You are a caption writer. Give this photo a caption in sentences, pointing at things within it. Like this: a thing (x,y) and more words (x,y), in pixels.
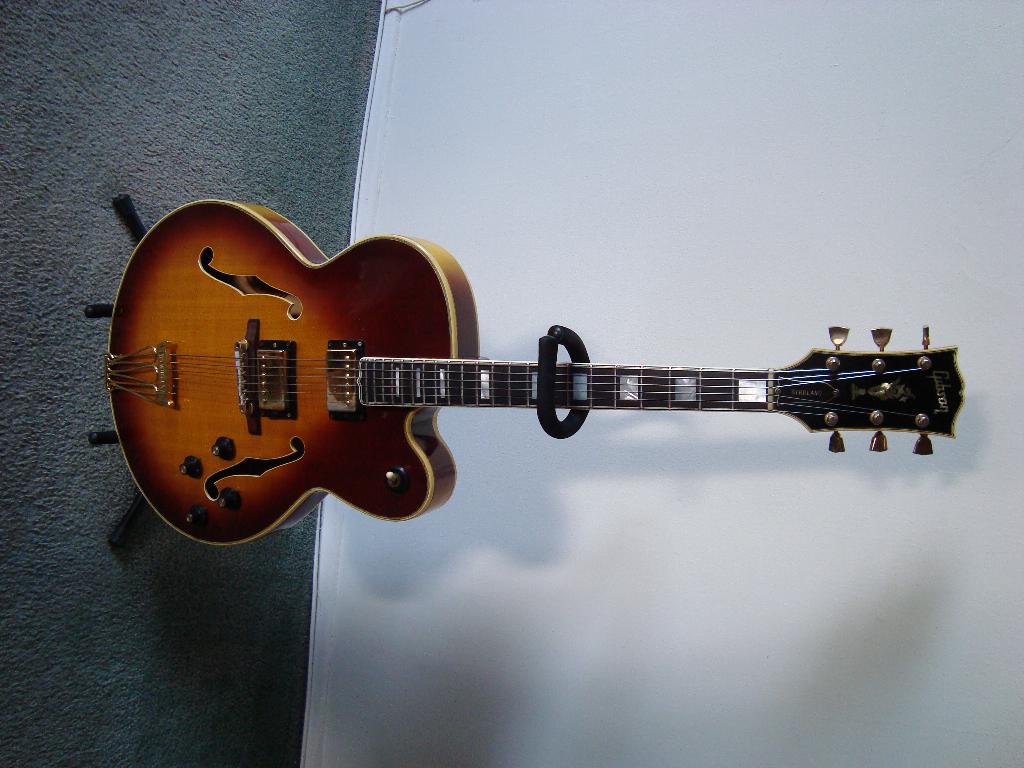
In this picture we can see guitar (325,327). On the background (844,175) we can see wall (910,154). This is floor (142,110).
